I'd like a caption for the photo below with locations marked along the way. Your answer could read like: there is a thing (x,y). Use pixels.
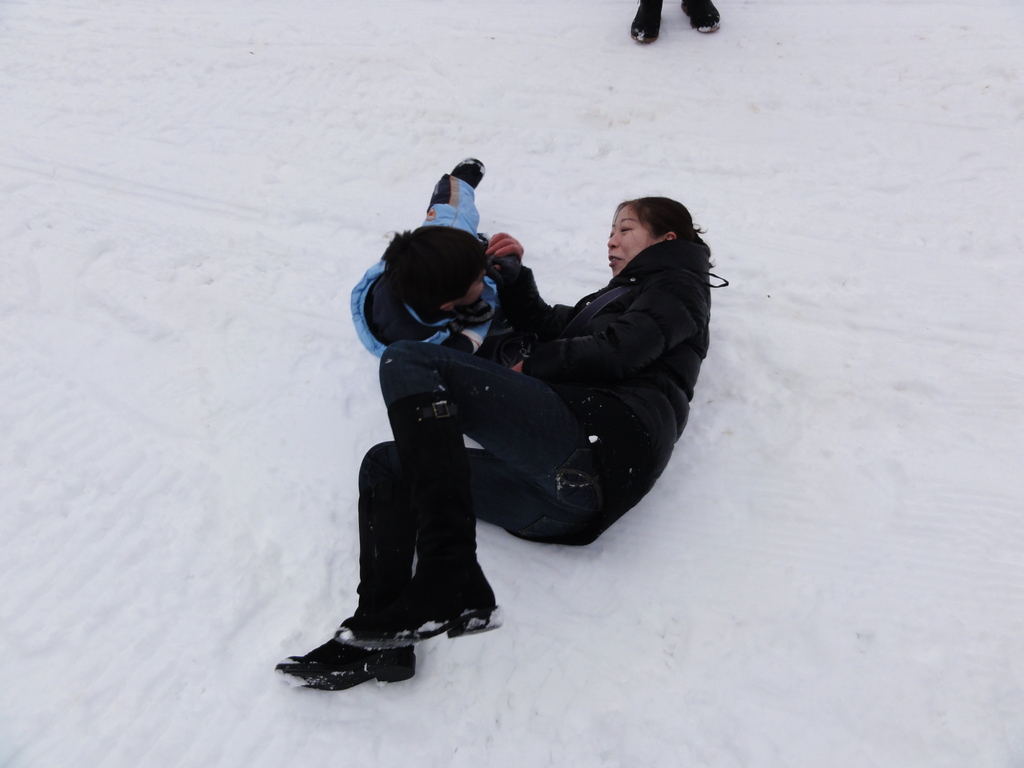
This picture shows a woman (676,225) laying on the snow (810,241) and playing with a boy (353,299).
